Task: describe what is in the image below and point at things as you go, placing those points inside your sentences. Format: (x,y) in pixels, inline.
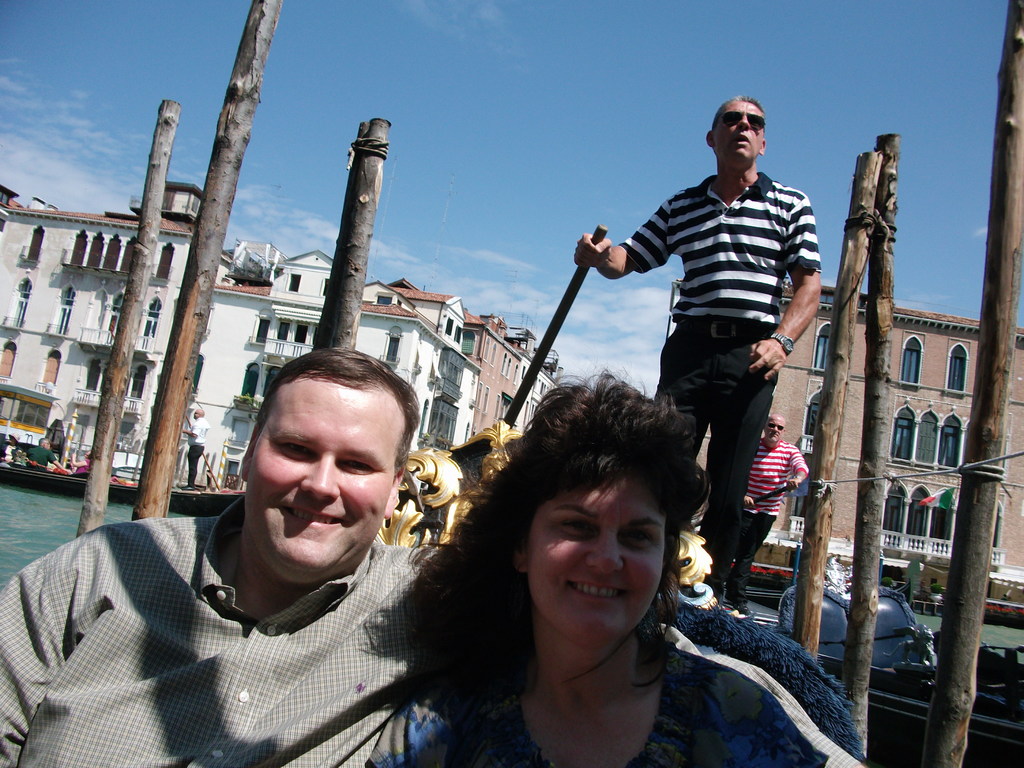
At the bottom of the picture (485,691), the man (50,593) in a grey shirt (386,640) and a woman (491,629) in blue top (402,722) are sitting and both of them are smiling. Behind them, a man (715,291) in white and black t-shirt (712,226) is standing and he is holding a stick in his hand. I think he is sailing boat (809,683). Behind him, the man (793,466) in white and red t-shirt (771,461) is standing. There are many buildings (457,359) in the background (939,361). At the top of the picture (509,128), we see the sky (543,142).
